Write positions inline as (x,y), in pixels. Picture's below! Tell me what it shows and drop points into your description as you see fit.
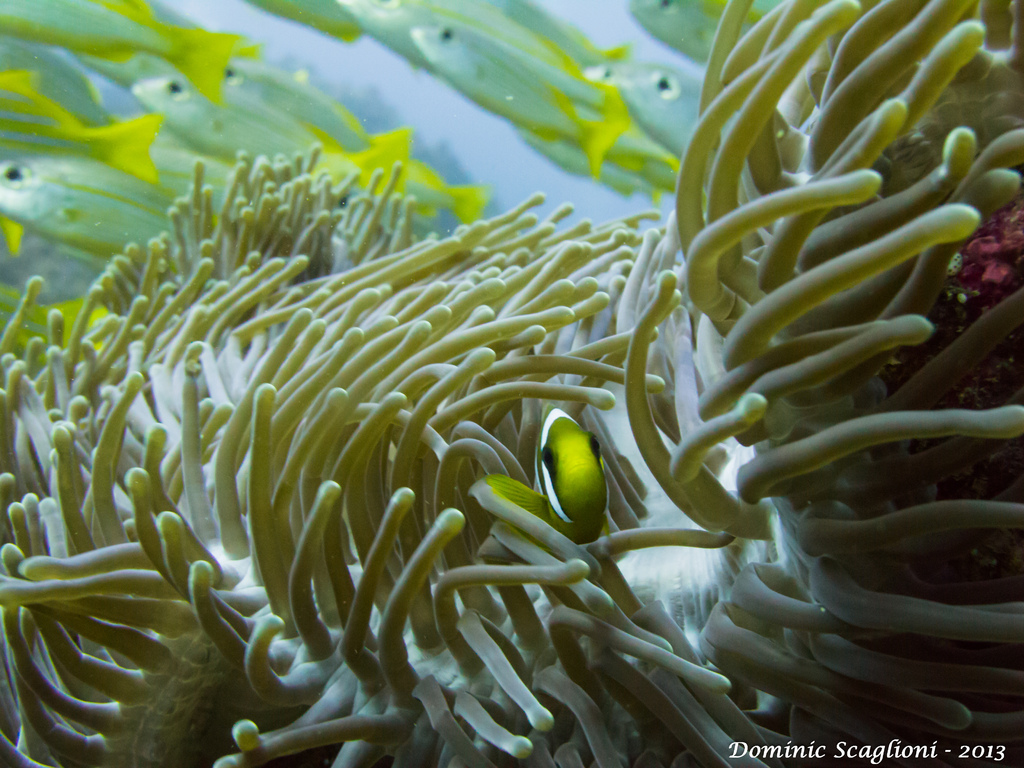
In this image, there are some sea plants (272,422) and also fishes (259,96).
